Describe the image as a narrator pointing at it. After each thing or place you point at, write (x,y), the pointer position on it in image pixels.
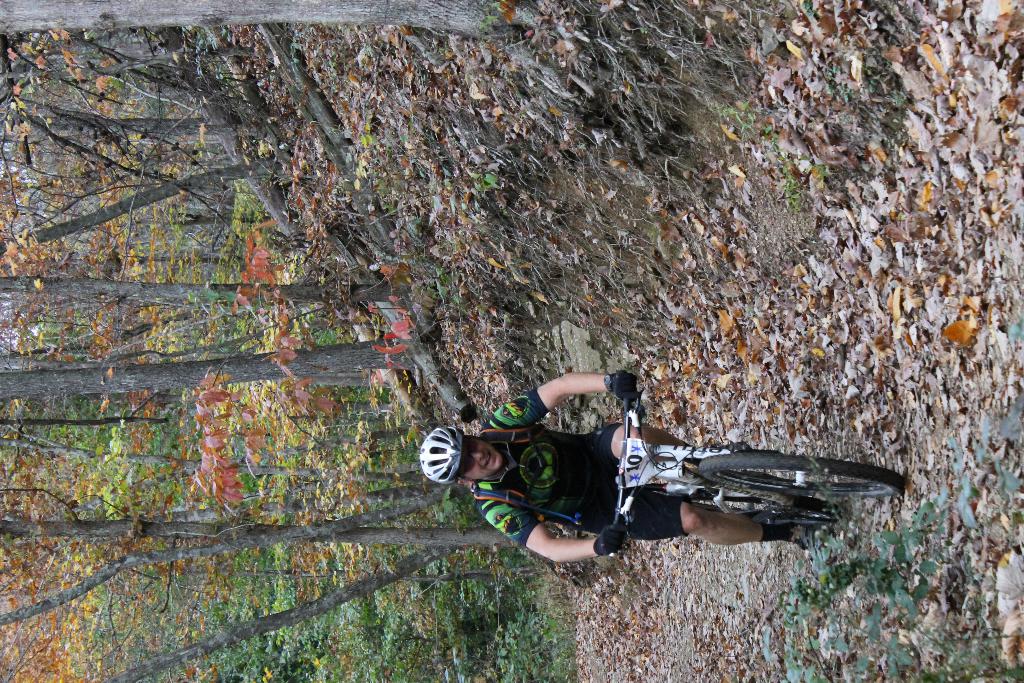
In this picture we can see a man (643,491) is riding a bicycle (669,482). Behind the man (643,491), there are dried leaves (598,652) and trees (155,548). At the bottom right corner of the image (905,623), there are plants (876,609).
